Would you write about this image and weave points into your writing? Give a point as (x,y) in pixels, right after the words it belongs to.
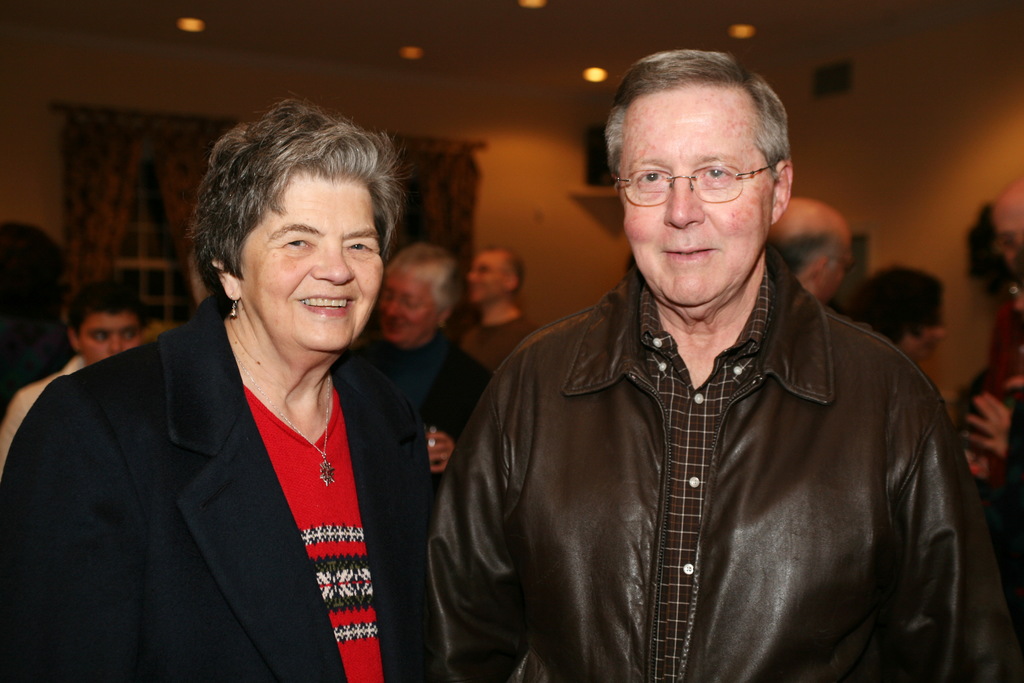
In the picture I can see a couple (474,534) standing and there are few other persons (494,275) standing behind them and there are few lights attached to the roof (440,25) above them.
